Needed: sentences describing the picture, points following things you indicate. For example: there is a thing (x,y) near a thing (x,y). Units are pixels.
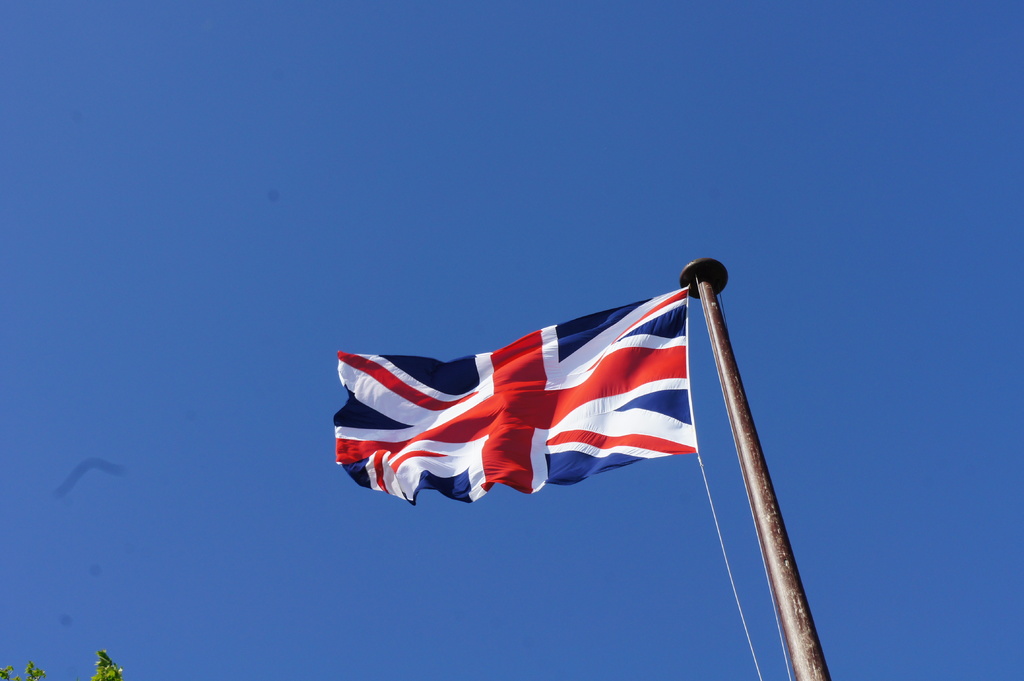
In the center of the image (599,361), we can see a flag (582,368) and in the background (449,209), there is a sky (343,197). At the bottom (97,670), we can see some leaves (111,675).
